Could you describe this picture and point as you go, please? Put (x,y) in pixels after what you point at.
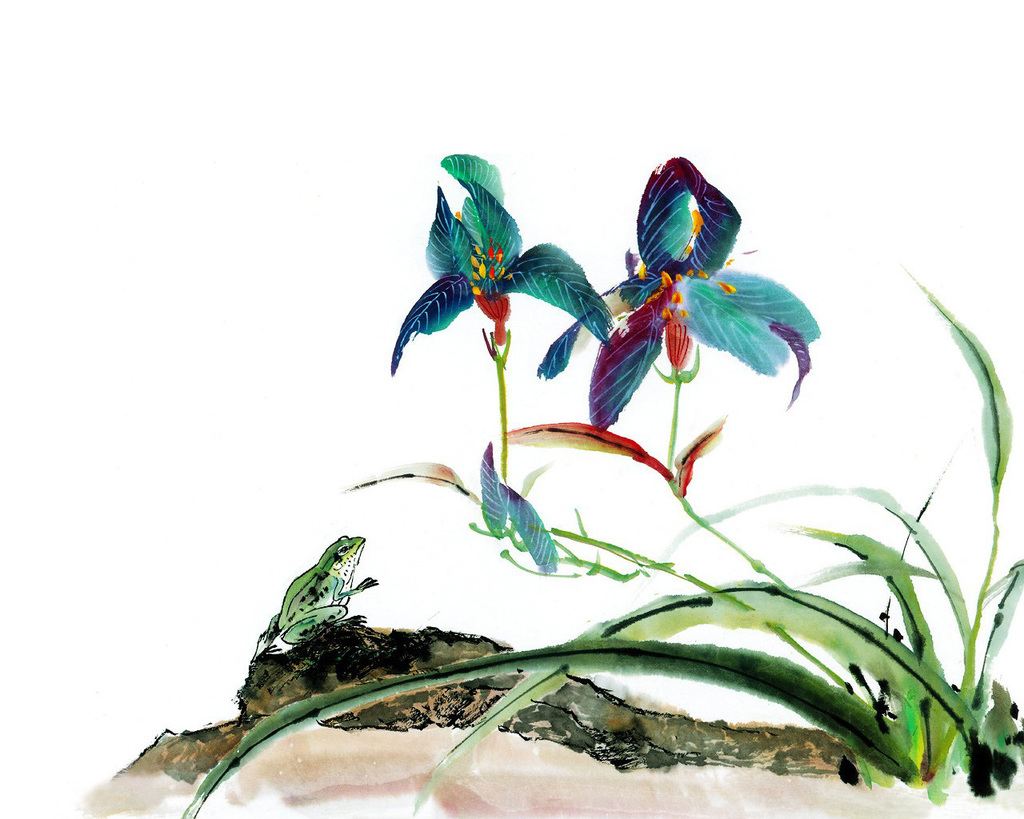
This looks like a painting. These are the plants (755,589) with the flowers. I can see a frog (335,627) sitting on a rock (296,695).
